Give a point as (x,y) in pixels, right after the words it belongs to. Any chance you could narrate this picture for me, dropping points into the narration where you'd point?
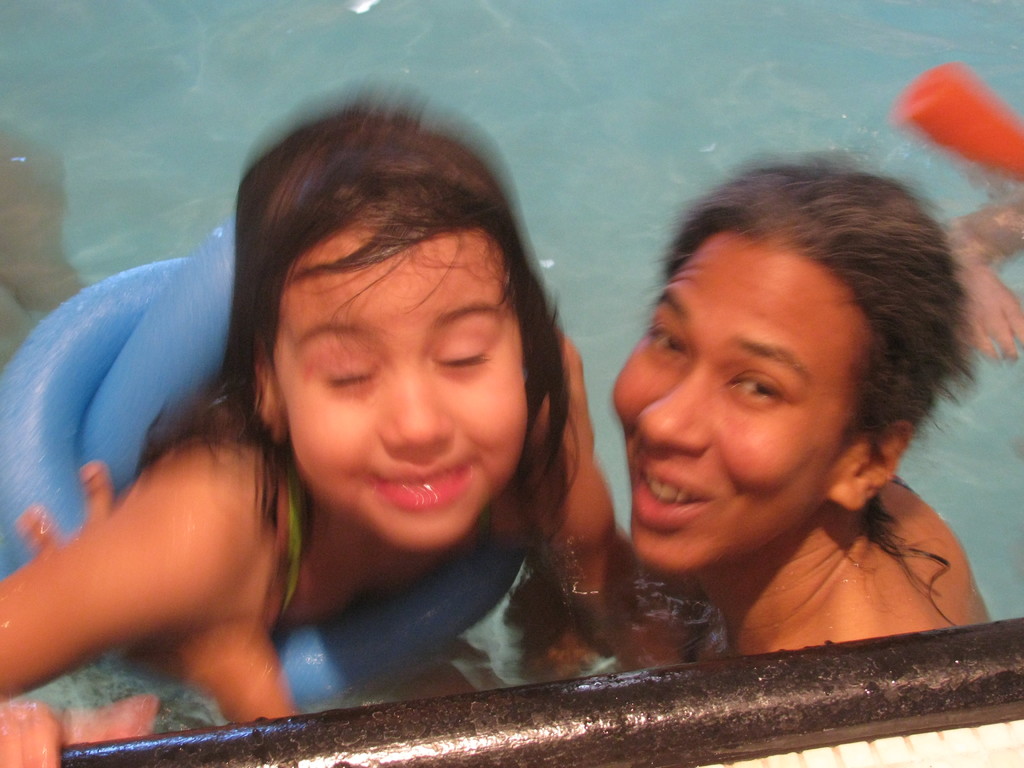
There is one girl (374,429) and one woman (771,444) is present in the middle of this image (625,263), and we can see the surface of water (302,85) in the background (584,140) and there is a rod (620,694) at the bottom of this image (453,704).
